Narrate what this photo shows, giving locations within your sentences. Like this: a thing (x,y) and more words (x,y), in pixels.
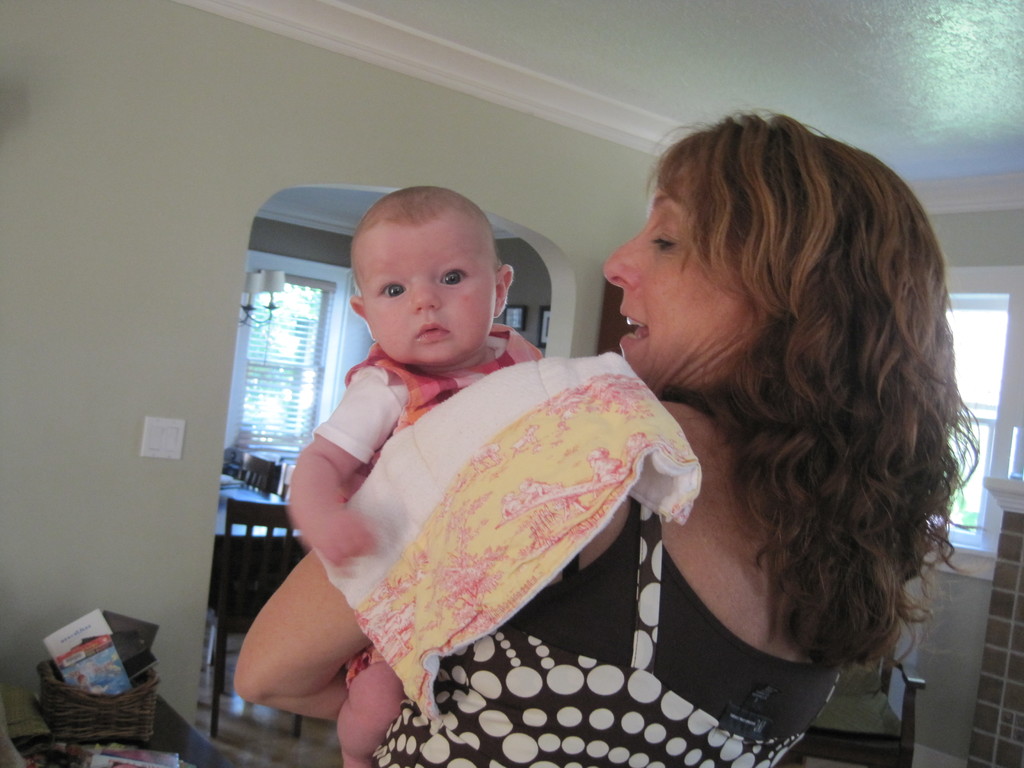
In this image we can see a lady (831,260) holding a baby (485,235) and there is a cloth (526,431) on her shoulders (706,470), in the background (133,626) there is a basket (77,690) with books (96,680), a dining table (248,494), lights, photo frames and windows (238,441).
